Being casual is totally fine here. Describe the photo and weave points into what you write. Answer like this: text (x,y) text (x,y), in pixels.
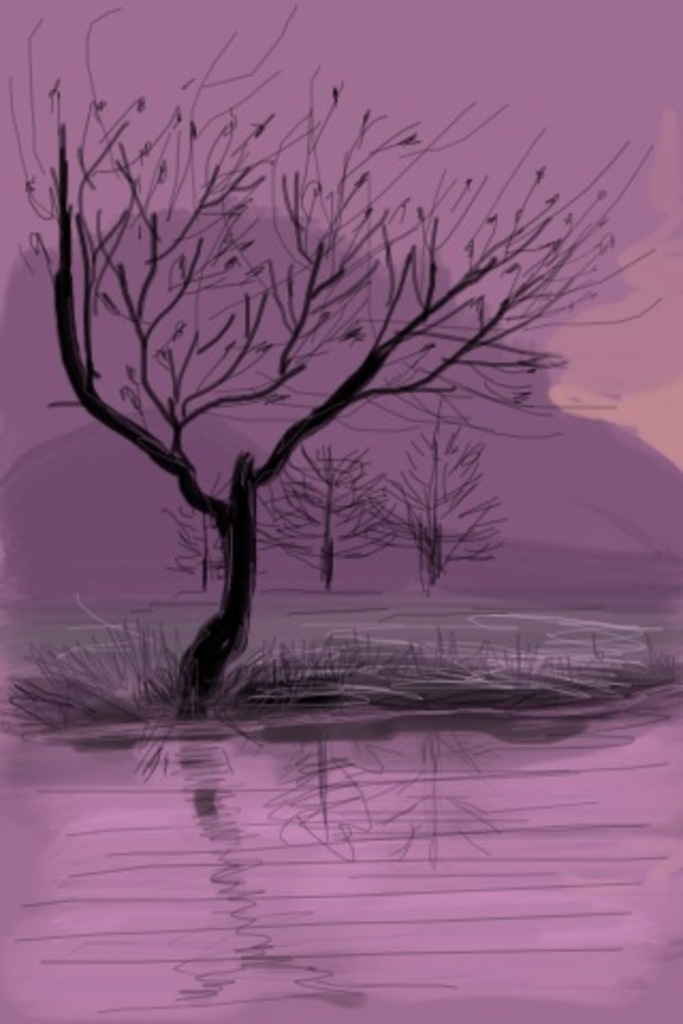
In this image there is a painting (353,505) of a tree (277,332) in the middle of the river (478,840), in the background (331,495) there are trees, mountains (31,470) and the sky (603,134).
